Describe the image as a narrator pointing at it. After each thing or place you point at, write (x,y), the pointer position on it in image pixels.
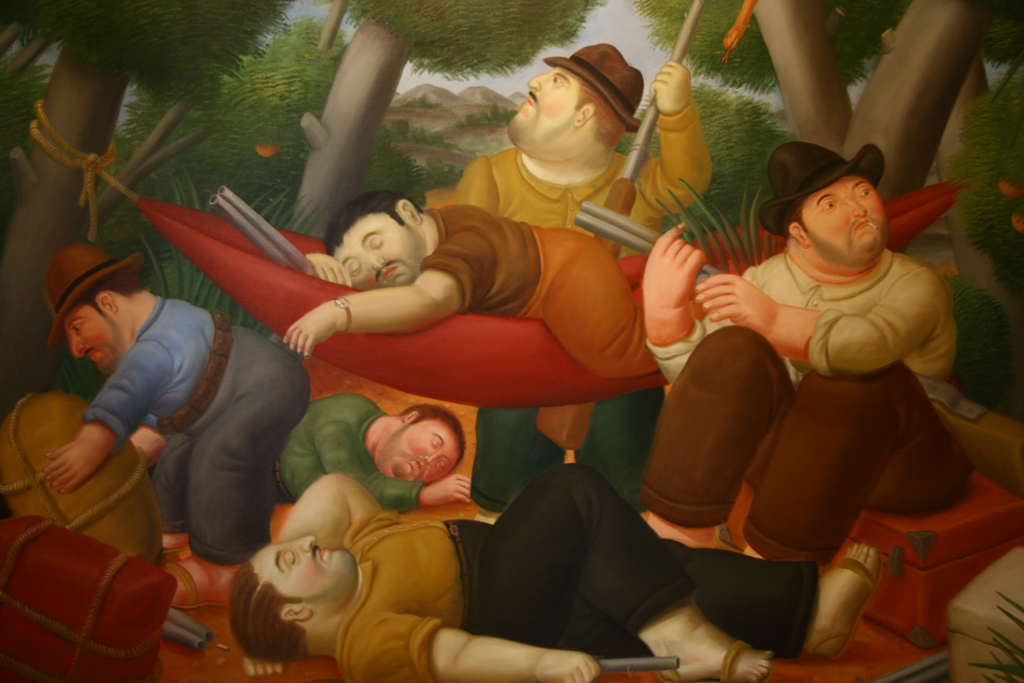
In this picture we can see a few people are lying on the path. A person (801,479) is sitting on the box (925,626) on the right side (701,507). We can see a person (90,282) holding a box (74,496) on the left side (54,478). There is a red box (54,602). We can see a few trees (338,16) in the background (391,61).
